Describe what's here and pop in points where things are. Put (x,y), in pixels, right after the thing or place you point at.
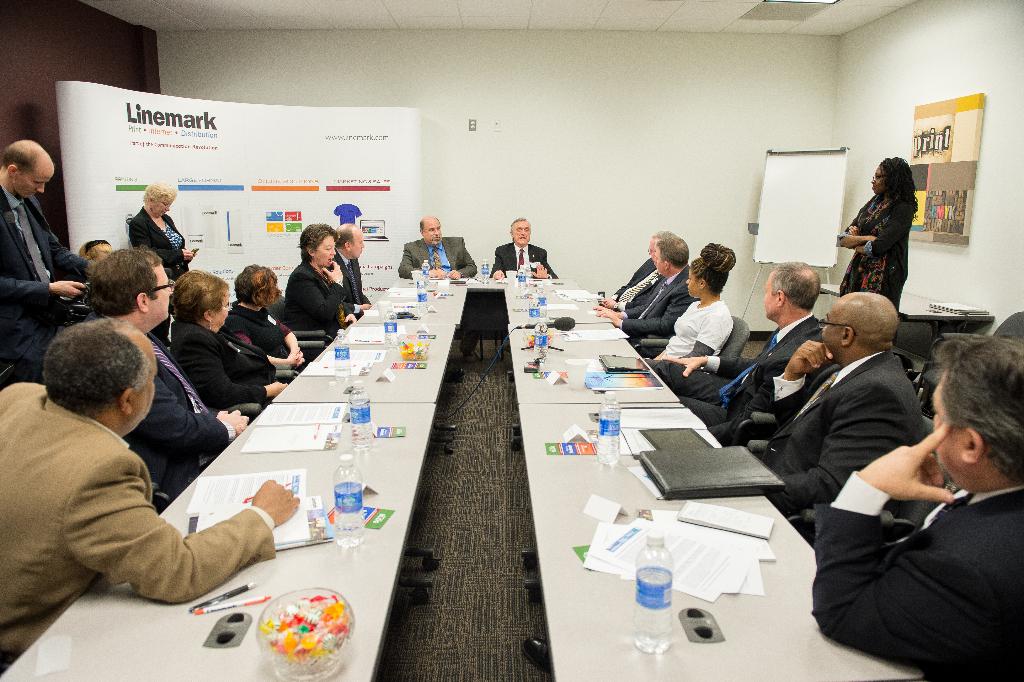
In this picture we can see a group of people (172,308) sitting on chairs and some are standing and in front of them on tables (425,362) we can see papers (645,447), bottles (343,538), pens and in the background (926,214) we can see a frame (977,126) on the wall (834,72), board (799,185), poster (291,150).
